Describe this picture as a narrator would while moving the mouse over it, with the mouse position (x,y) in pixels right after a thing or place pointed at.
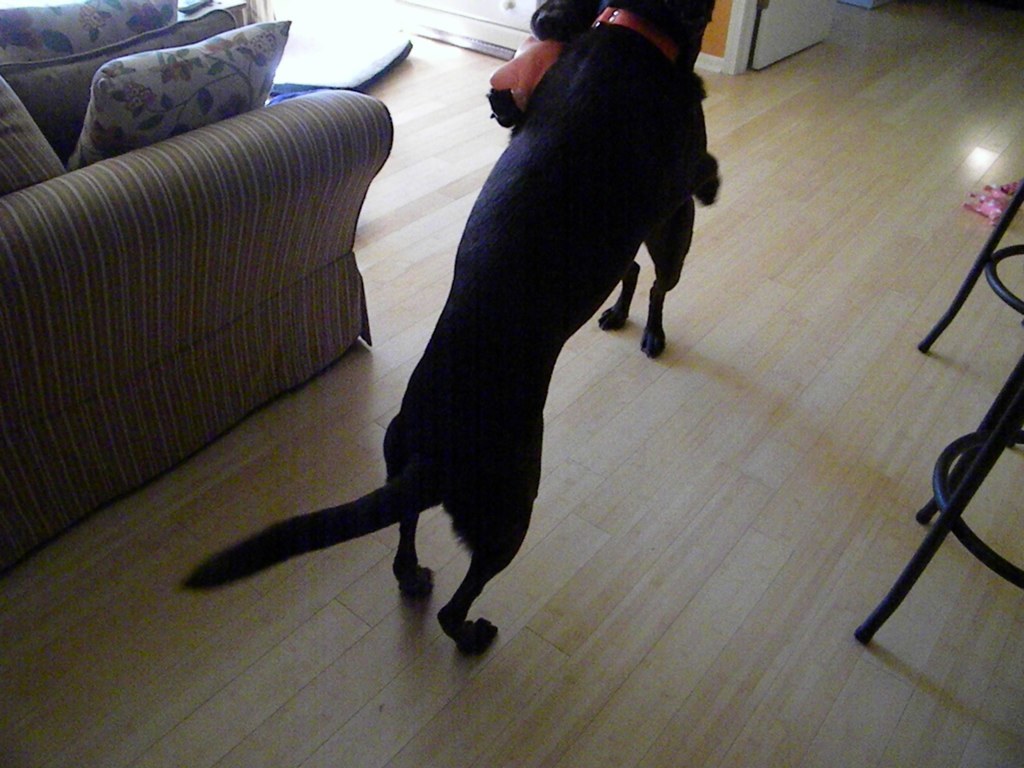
In this image I can see two black colour dogs (589,242). I can also see a sofa (261,253) and few cushions (112,150) on it.
